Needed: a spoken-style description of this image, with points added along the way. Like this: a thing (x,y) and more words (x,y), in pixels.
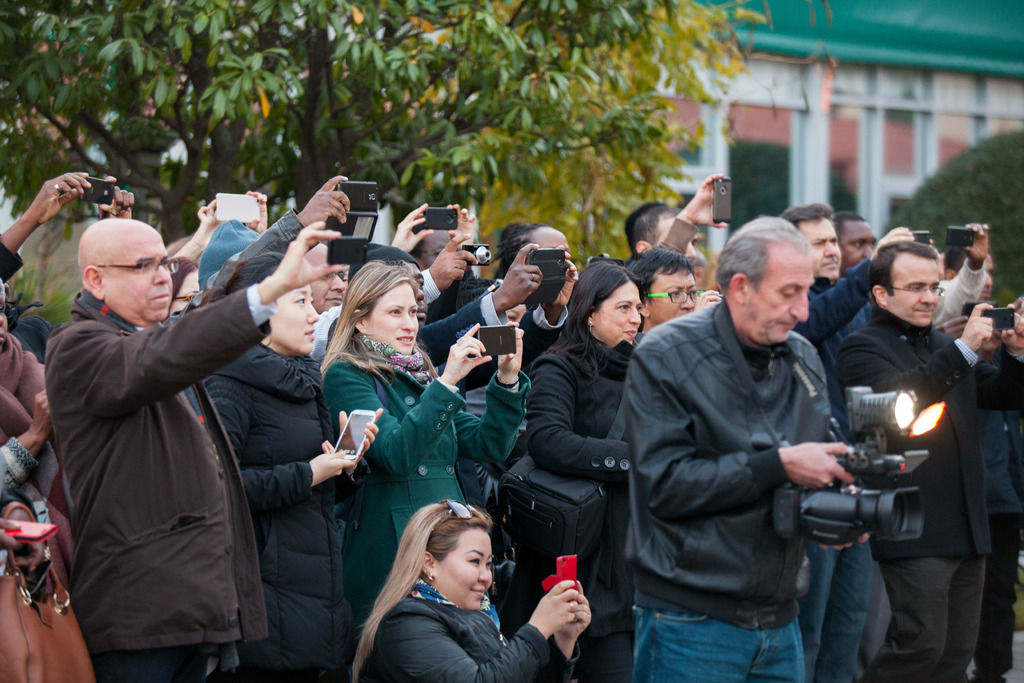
In this image I can see group of people (480,428) among them this man (724,384) is holding a video camera (884,497) in hands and these people (469,324) are holding mobiles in hands (439,269). In the background (582,251) I can see trees (614,178). The background of the image (782,129) is blurred.
